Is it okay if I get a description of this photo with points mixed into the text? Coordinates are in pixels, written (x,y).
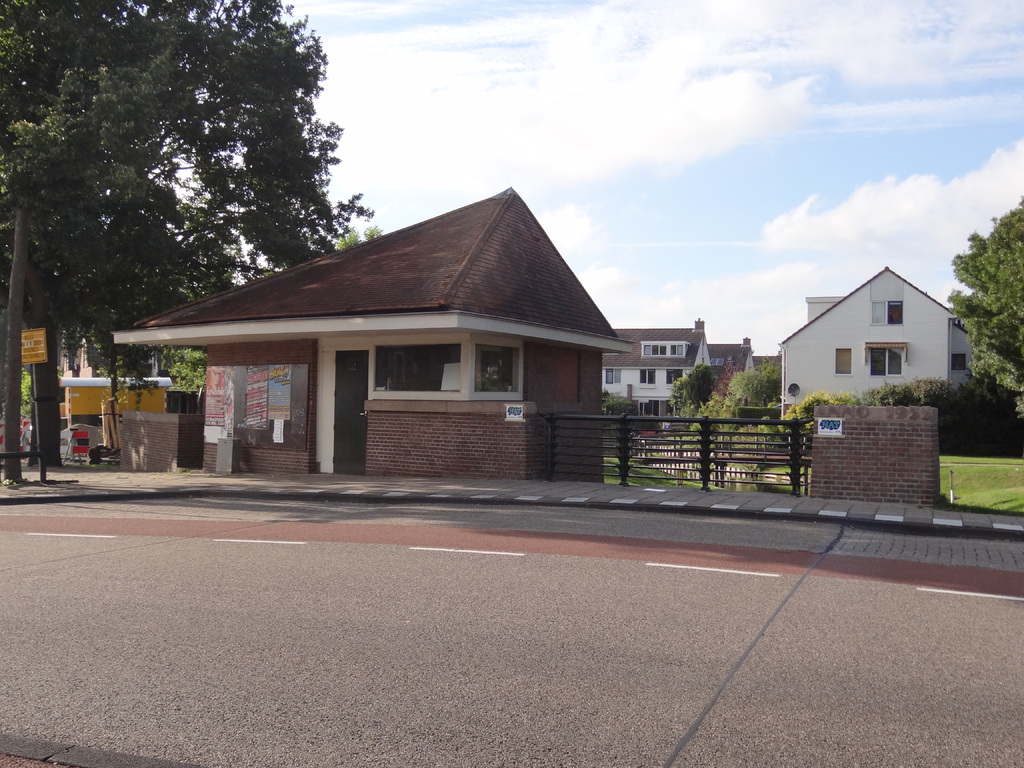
In this image we can see few houses (448,456) and on the houses (622,378) we can see few windows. In front of the houses (561,381) we can see fencing (799,441) and a group of plants (788,427). On the right side (966,476), we can see a tree (981,356) and the grass (987,502). On the left side (28,345), we can see a board (26,343) with text (29,358) and few trees (81,327). At the top (587,118) we can see the sky (490,134). In the foreground (295,637) we can see the road (423,624).
